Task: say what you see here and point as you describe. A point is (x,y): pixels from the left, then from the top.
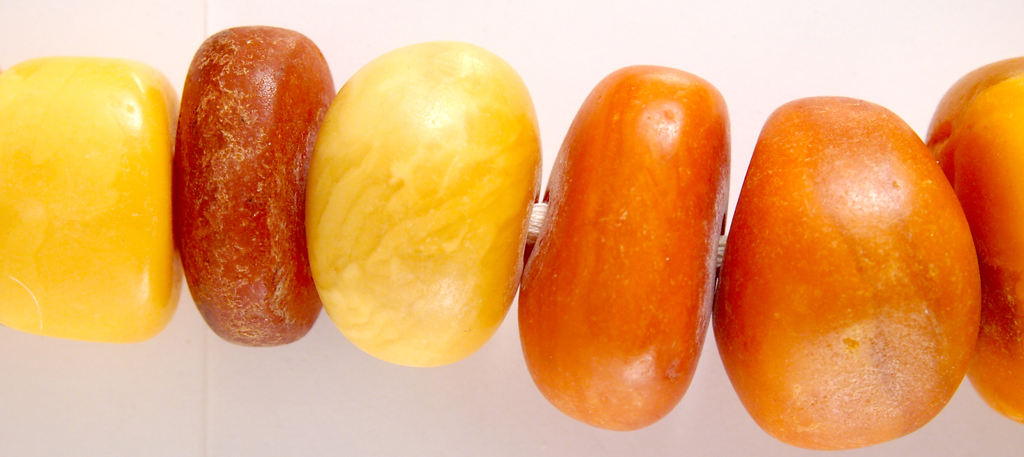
In this image there are different kind of beads (540,252) placed one after the other on the string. On the left side (107,197) there is a yellow color bead (111,147). On the right side (817,223) there are orange color beads (769,204).
